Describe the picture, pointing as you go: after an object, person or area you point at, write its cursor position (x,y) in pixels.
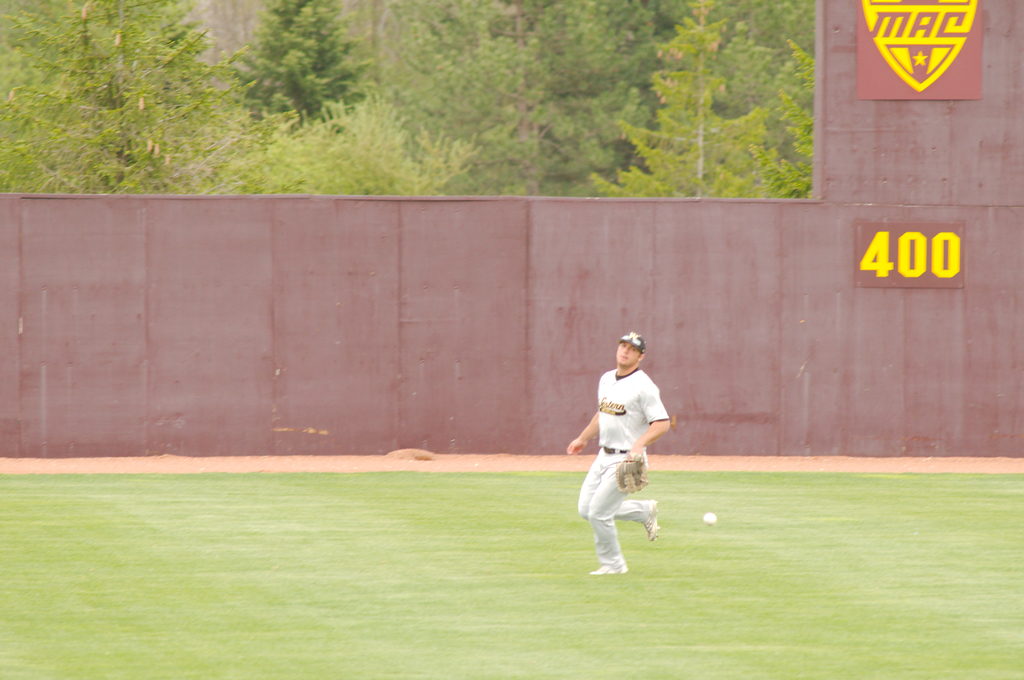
In the foreground of this image (622,495), there is a man (626,510) in white dress (609,546) on the grass (641,624) and we can also see a ball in the air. In the background (642,290), it seems like a wall (789,238) and the trees (426,137).
